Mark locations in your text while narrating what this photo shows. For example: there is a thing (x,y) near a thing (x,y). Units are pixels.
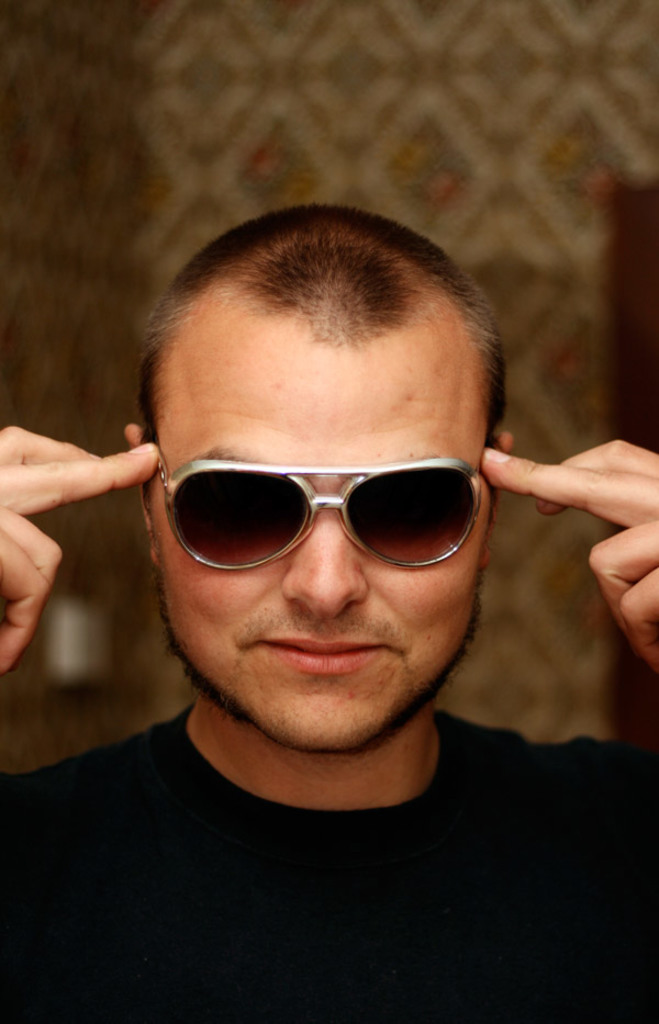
In this image we can see a man (317,739) wearing the glasses (287,509) and also the black color t shirt (338,843) and smiling and the background is not clear.
